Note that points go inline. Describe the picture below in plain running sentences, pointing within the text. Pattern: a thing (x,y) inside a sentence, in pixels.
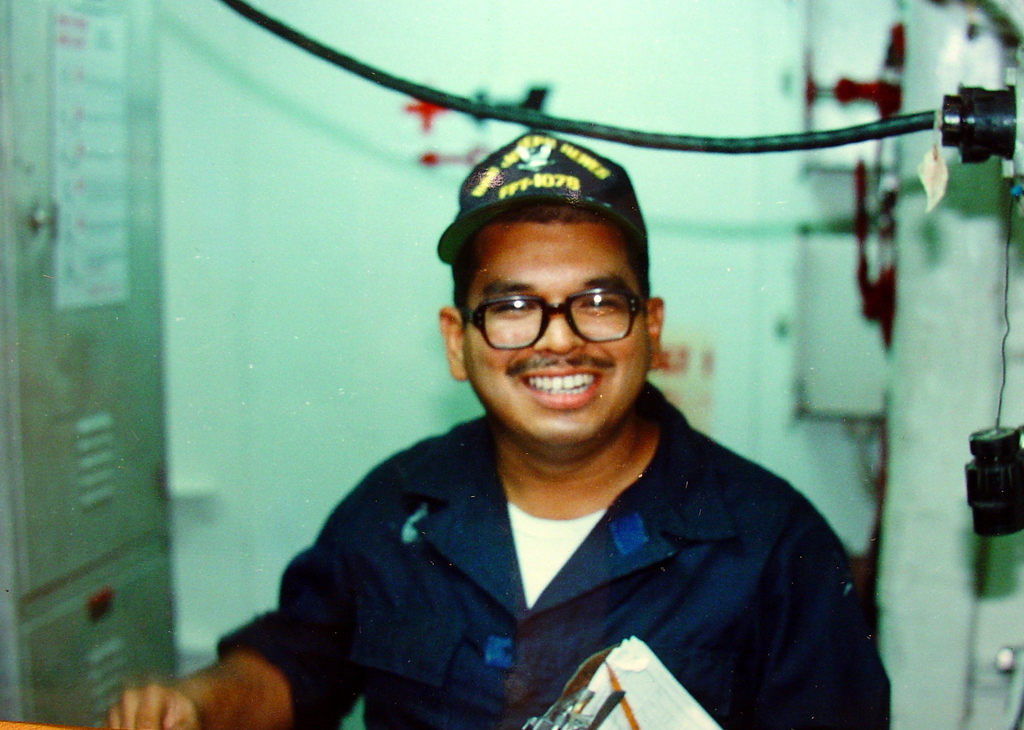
Front this person (519,555) is smiling, wore cap (611,208) and spectacles (607,292). Background (704,88) it is blur. We can see cupboards (113,339), cable (998,133), wall (267,376) and boxes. On this cupboard (101,353) there is a board (104,178).
